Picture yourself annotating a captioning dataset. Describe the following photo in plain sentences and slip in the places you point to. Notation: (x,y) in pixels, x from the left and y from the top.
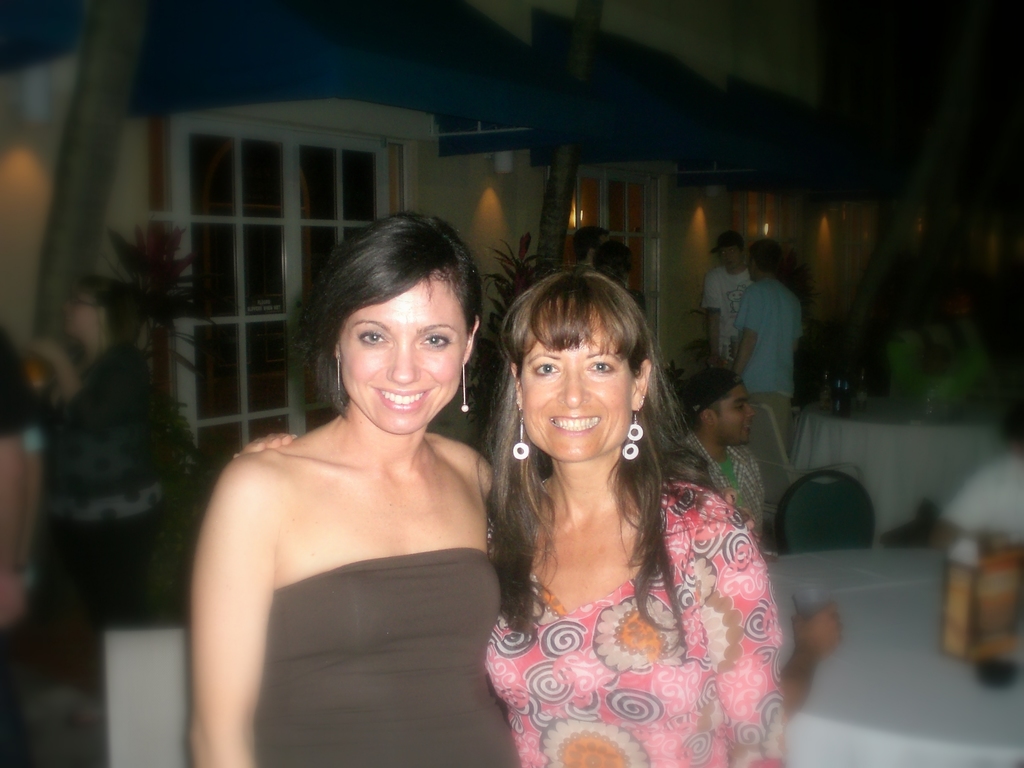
In this picture we can see two women (388,541), they are smiling and in the background (8,273) we can see a table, people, house plants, wall (22,274).
